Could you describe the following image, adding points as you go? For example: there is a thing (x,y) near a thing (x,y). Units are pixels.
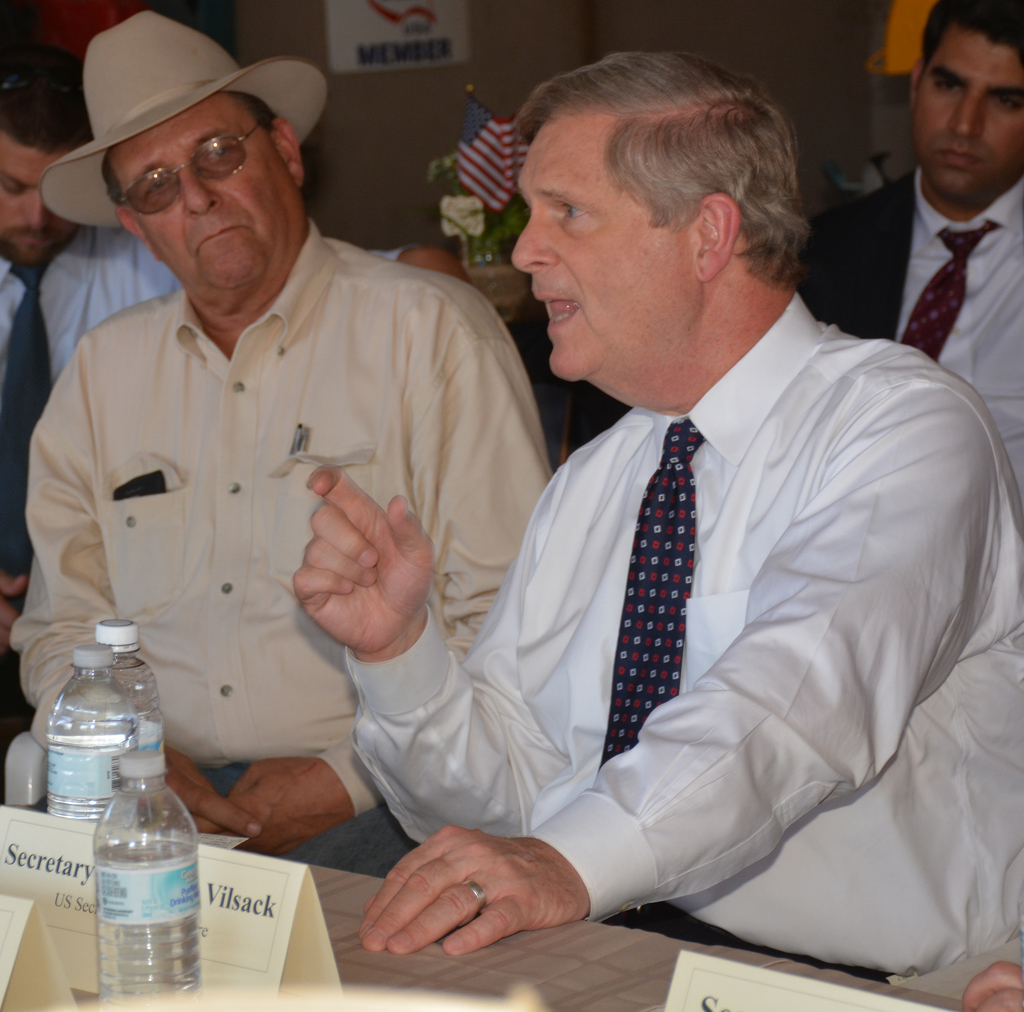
There is a group of people (233,672). They are sitting on chairs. There is a table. There is a bottle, name board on a table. We can see in background (493,128) flag (493,128), poster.
